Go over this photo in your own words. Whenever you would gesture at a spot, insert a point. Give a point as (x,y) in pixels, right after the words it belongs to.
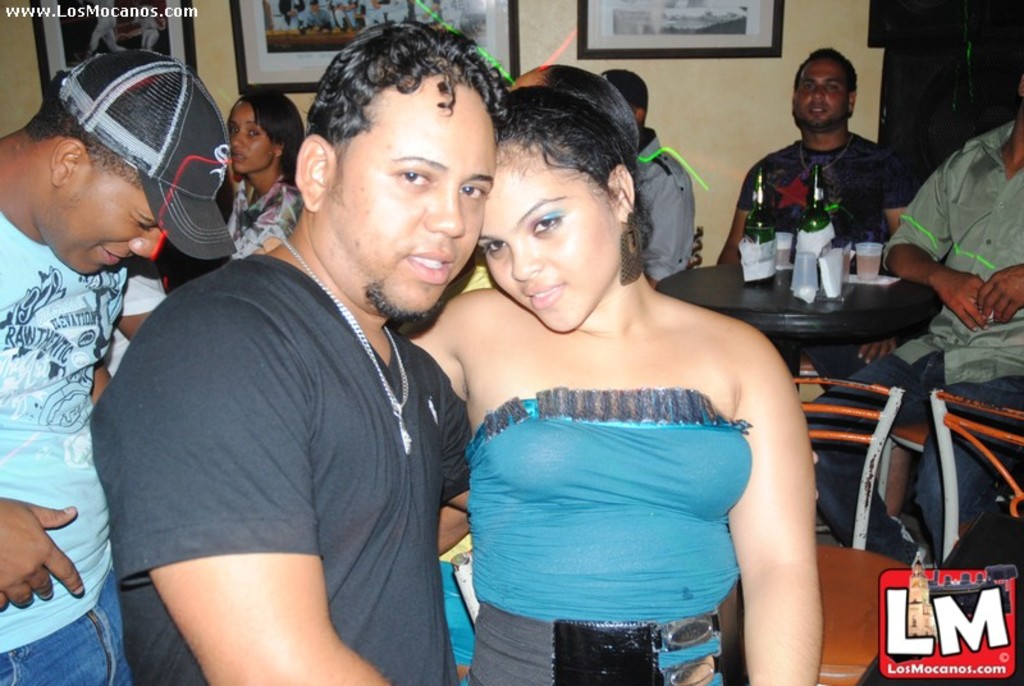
On the left (206,225) a man (206,225) is wearing a cap (215,215) and standing in the middle (602,427) a man (130,375) and a girl (776,387) are standing together on the right (718,305) there are wine bottles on a table (870,288).
